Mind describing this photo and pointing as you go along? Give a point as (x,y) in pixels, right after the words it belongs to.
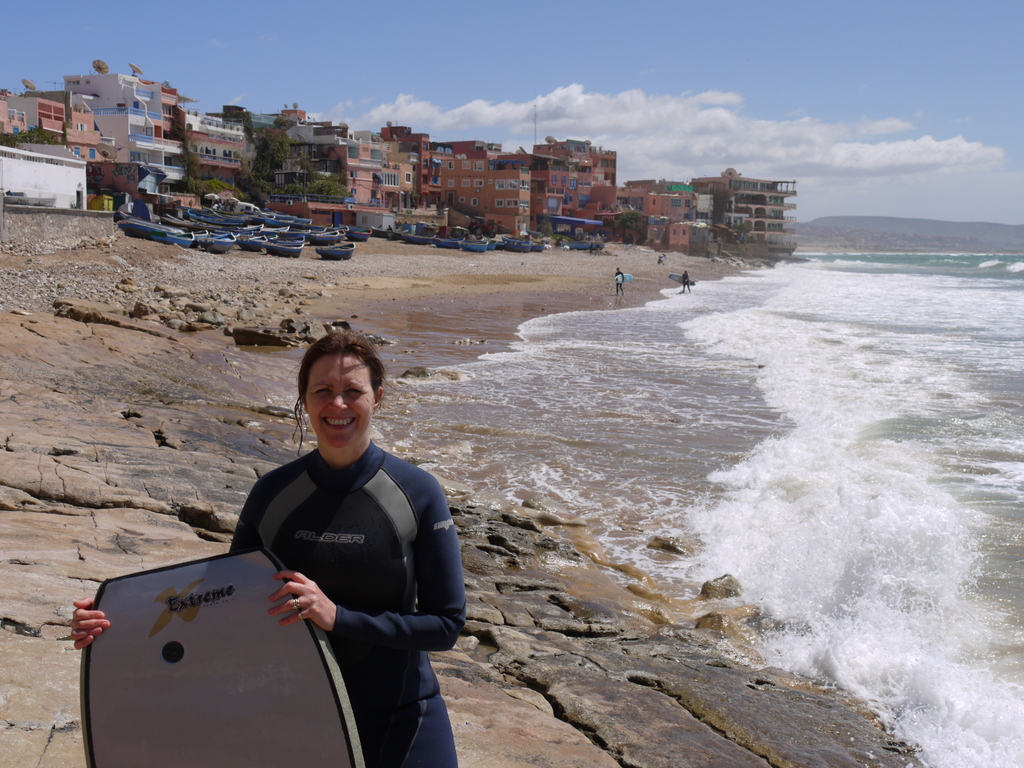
In this picture we can see woman (359,590) smiling and carrying surfboard (222,653) in her hands (278,574) and in background (290,243) we can see boats (287,224), buildings (298,165) with windows (208,153), trees (258,170), water (714,332), two persons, sky (601,70) with clouds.
